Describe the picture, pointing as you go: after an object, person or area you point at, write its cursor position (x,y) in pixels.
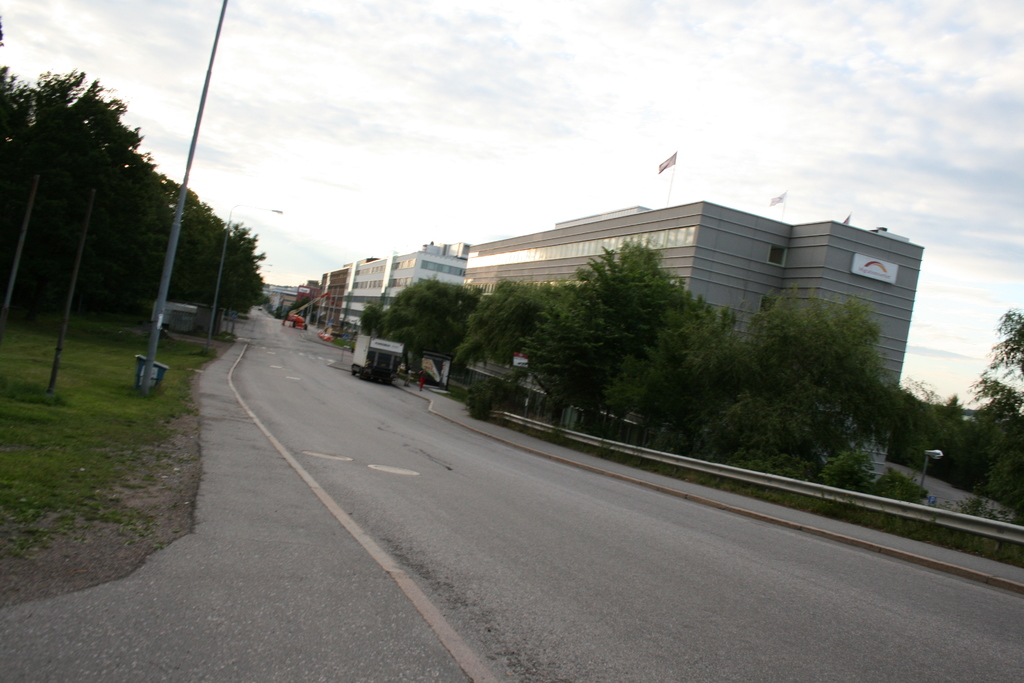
These are the trees (142,242) with branches (809,411) and leaves (748,372). I can see a vehicle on the road (399,388). These are the poles (223,243). I can see the buildings (414,261) with the glass windows (676,234). I think these are the flags (779,200), which are at the top of the building (813,245). This is the sky (742,71).
